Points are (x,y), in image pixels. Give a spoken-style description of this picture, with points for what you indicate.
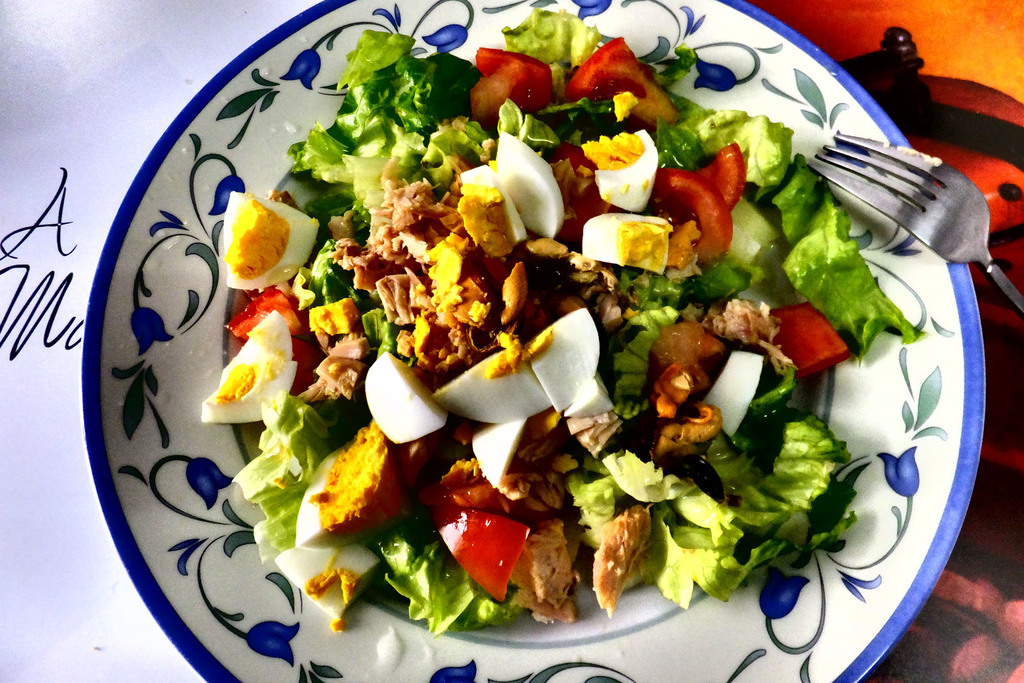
In this picture we can observe some food (419,319) placed in the white and blue color plate (171,408). The plate (294,193) was placed on the white color table (175,70). We can observe a fork (883,192) on the right side (961,202). There are tomatoes (686,198), boiled eggs (423,387) and some leafy vegetables (381,111) in the plate (178,305).
